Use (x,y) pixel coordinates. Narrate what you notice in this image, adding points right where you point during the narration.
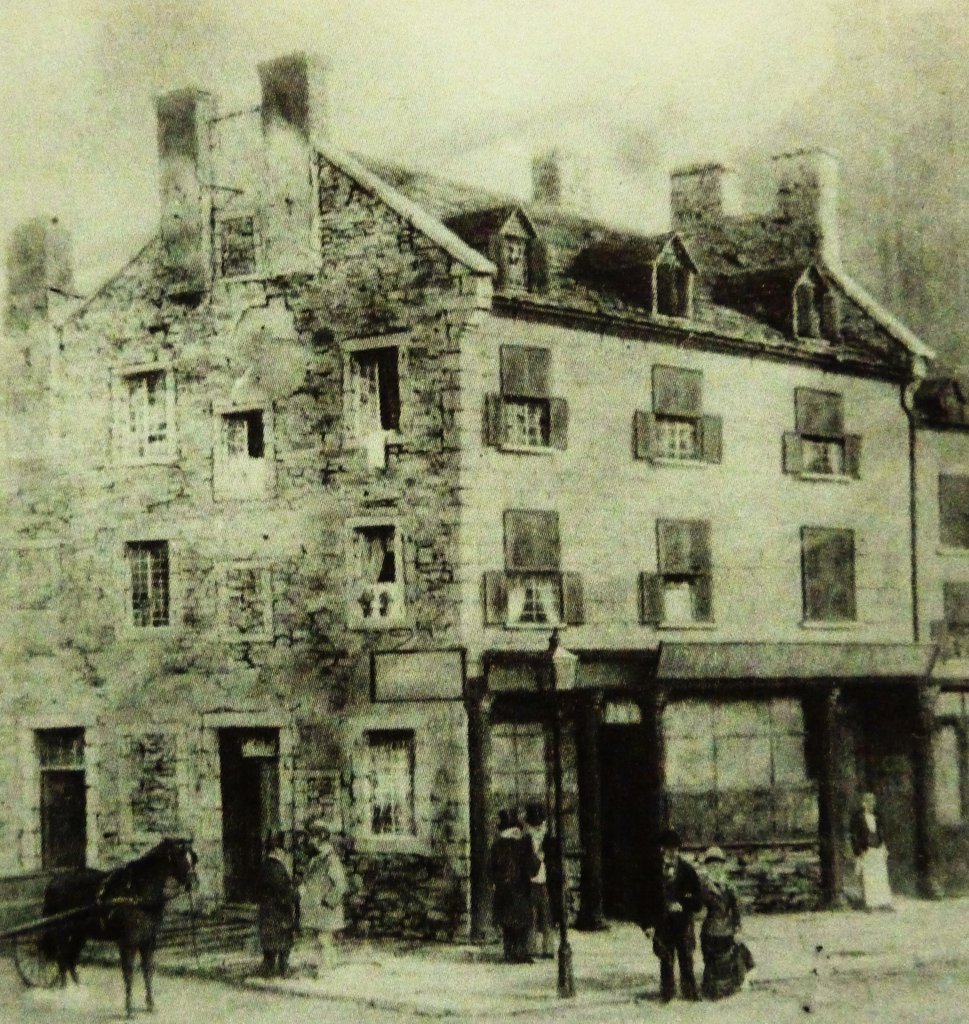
In this image I can see few people (511,958) standing in-front of the building (455,617). I can also see the light pole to the side of these people (517,938). To the left (139,933) I can see an animal (99,896). In the background (330,400) there is a building (278,506) with windows (353,390). I can also see the sky (52,176) in the back (16,132). And this is a black and white image.
